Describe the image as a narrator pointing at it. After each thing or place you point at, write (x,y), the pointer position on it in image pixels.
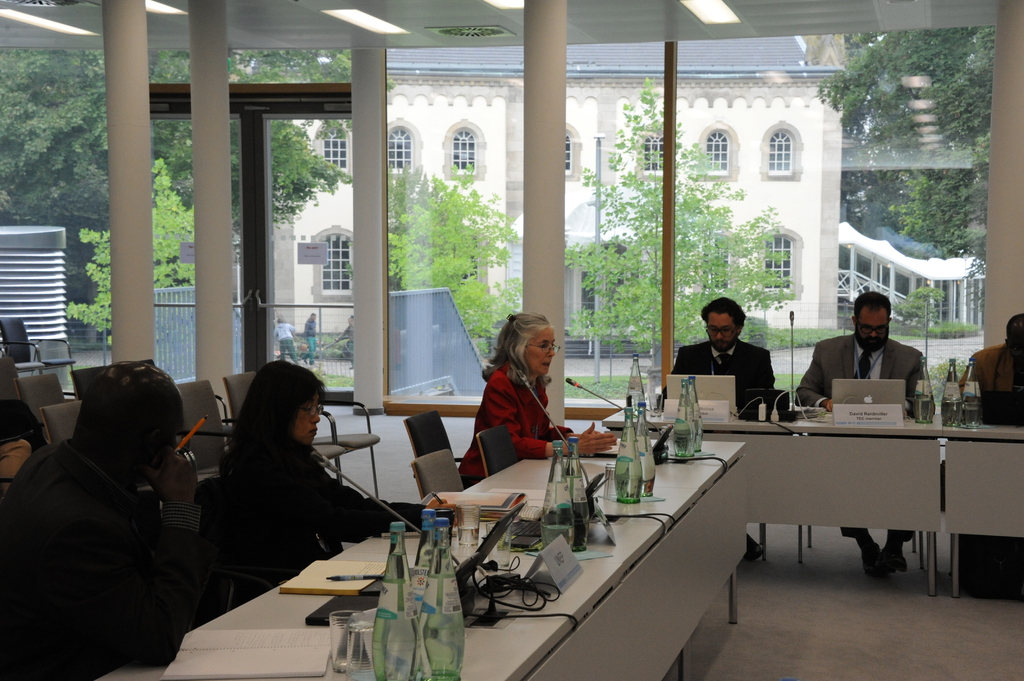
In the image we can see there are people (110,538) who are sitting on chair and on table (720,427) there is laptop (860,396), name plate (861,422), water bottles (584,512), glass (351,636), book (364,566), pen (339,579) and files (504,499). There are pillars (534,37) which are in white colour and behind there are trees (630,259) and buildings (580,113).
